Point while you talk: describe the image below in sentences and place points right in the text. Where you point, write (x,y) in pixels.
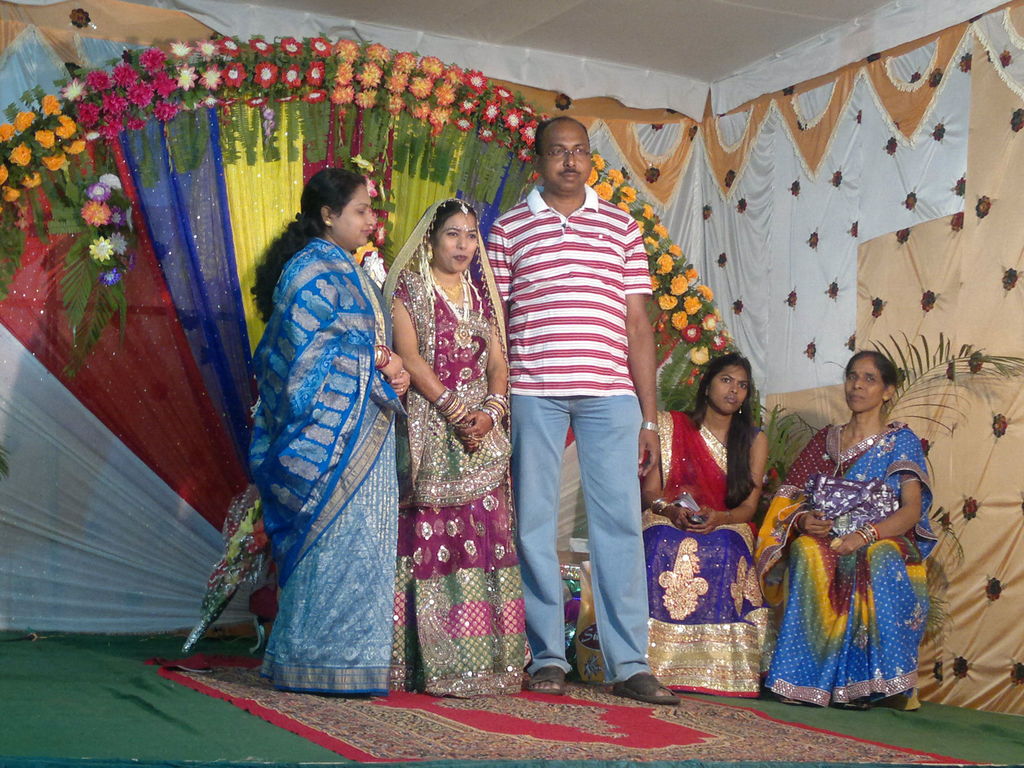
In this image we can see three people (470,471) standing on the stage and posing for a photo, behind them, we can see two persons (850,446) sitting on the chairs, a flower bouquet (243,527), few decorative flowers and some clothes (231,373) attached to the wall (766,218).
